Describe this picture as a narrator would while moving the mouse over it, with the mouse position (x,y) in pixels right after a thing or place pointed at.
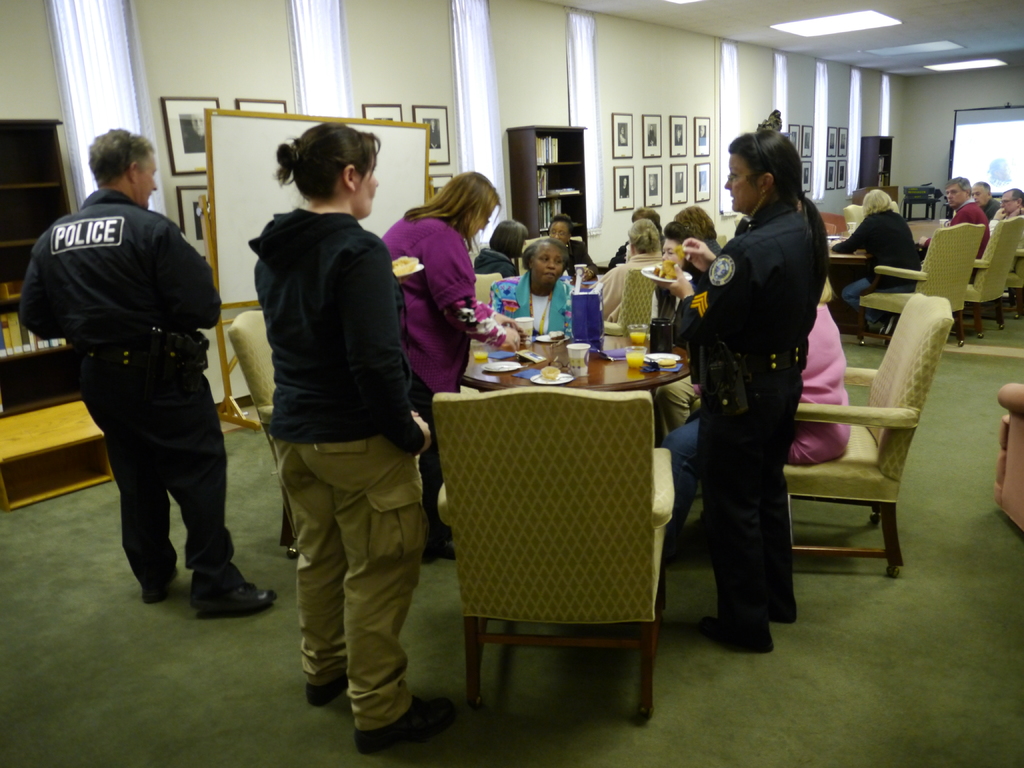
In this image in the middle (561,356) there is a table (561,371) on that there are plates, cup (583,355) and glass (632,360). On the right (746,404) there is a woman (734,400) she wears shirt (731,297) and trouser (753,463). In the middle (543,285) there are some people (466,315) sitting and eating food (549,378). On the left (151,411) there is a man (162,398) he wears shirt (143,325), trouser (167,393) and shoe (246,597). In the background (524,138) there are some people (648,224), whiteboard (272,195), cupboards (519,182), photo frame (672,156) and wall (674,68).
